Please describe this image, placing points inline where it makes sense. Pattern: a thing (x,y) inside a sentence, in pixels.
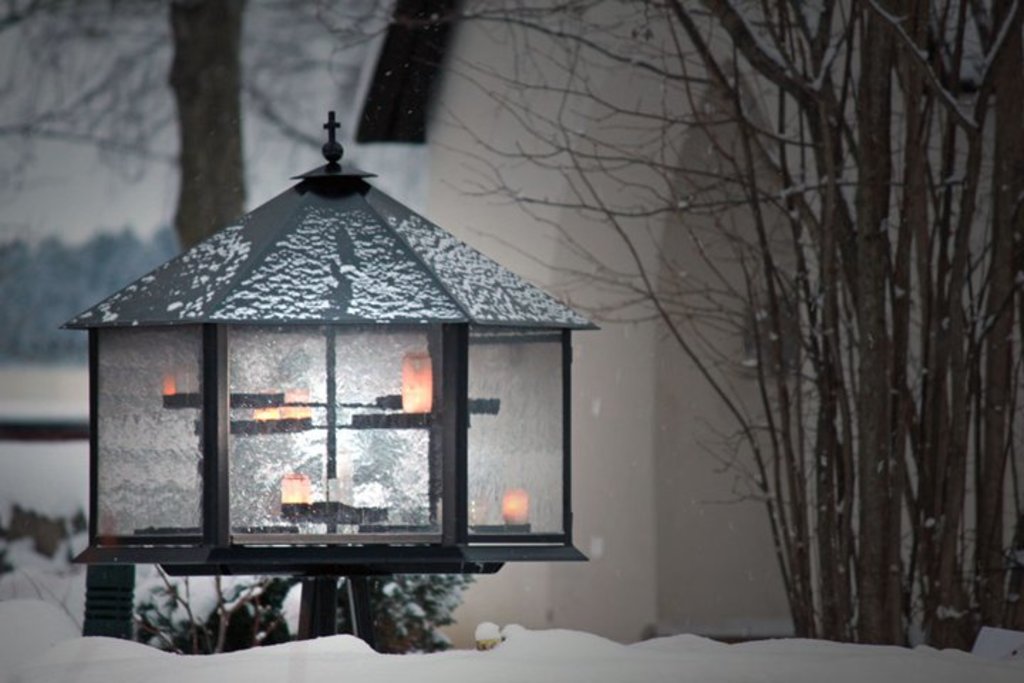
In this picture there is a Lantern (187,408) in the image and there are trees (894,281) and a house (737,220) in the background area of the image (512,141), there is snow (33,492) at the bottom side of the image (651,668).
